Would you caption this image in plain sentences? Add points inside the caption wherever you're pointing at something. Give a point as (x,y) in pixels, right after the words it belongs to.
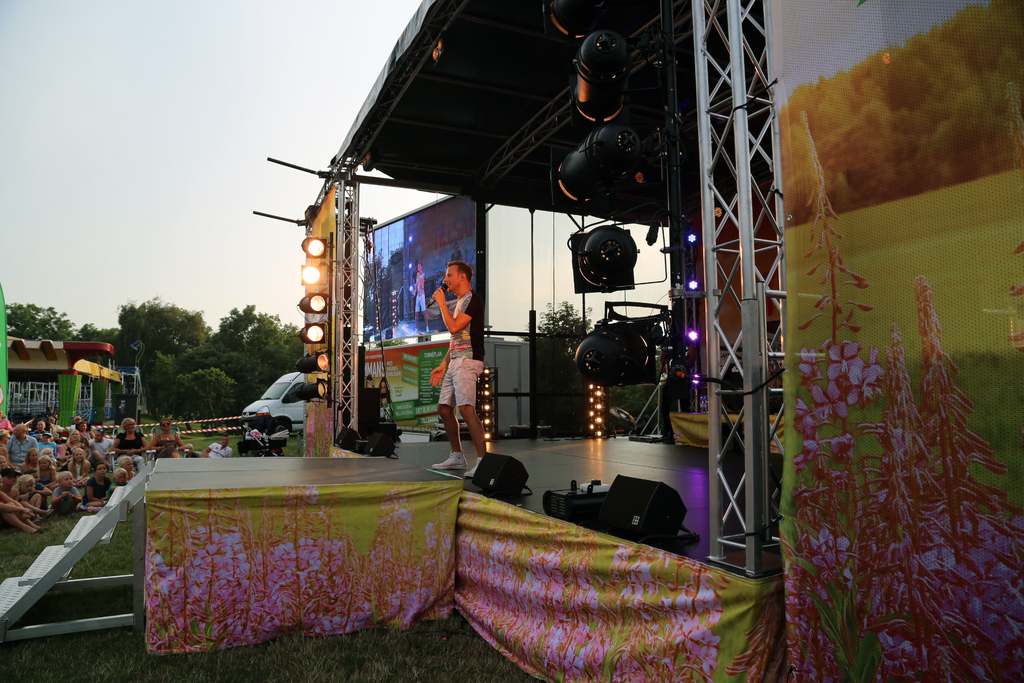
In this picture we can see the sky (252,196), trees (257,349), a vehicle (288,410), poles (336,346), caution tapes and the people (66,456) sitting. In the middle of the picture (472,377) we can see a man (454,403), standing on the platform (576,472) and he is holding a microphone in the hand (440,296). We can see the beams (348,284), screen (381,262), lights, speakers (670,523), designed curtains (467,588). At the bottom portion of the picture (144,658) we can see the green grass (203,673) and a staircase (88,519). We can see few objects (73,400).
